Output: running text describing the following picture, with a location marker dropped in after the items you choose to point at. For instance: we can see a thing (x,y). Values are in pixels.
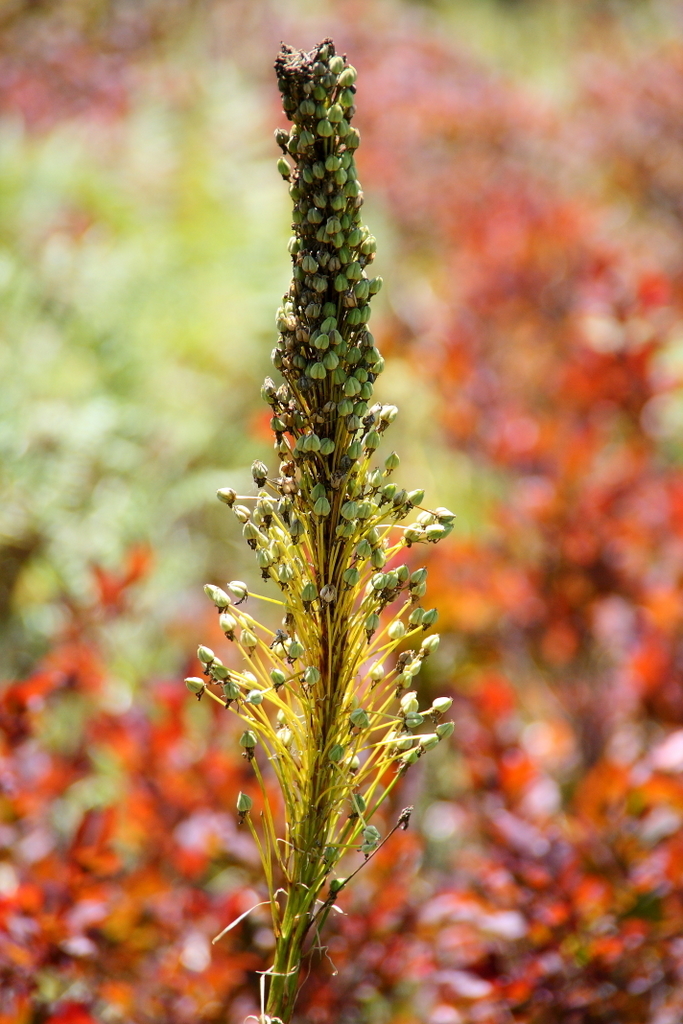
In this picture, we see a plant (274,510) which has flowers (340,251) or buds (340,251). These flowers (295,645) are in green color. In the background (368,699), it is in green and red color. It is blurred in the background (103,406).
